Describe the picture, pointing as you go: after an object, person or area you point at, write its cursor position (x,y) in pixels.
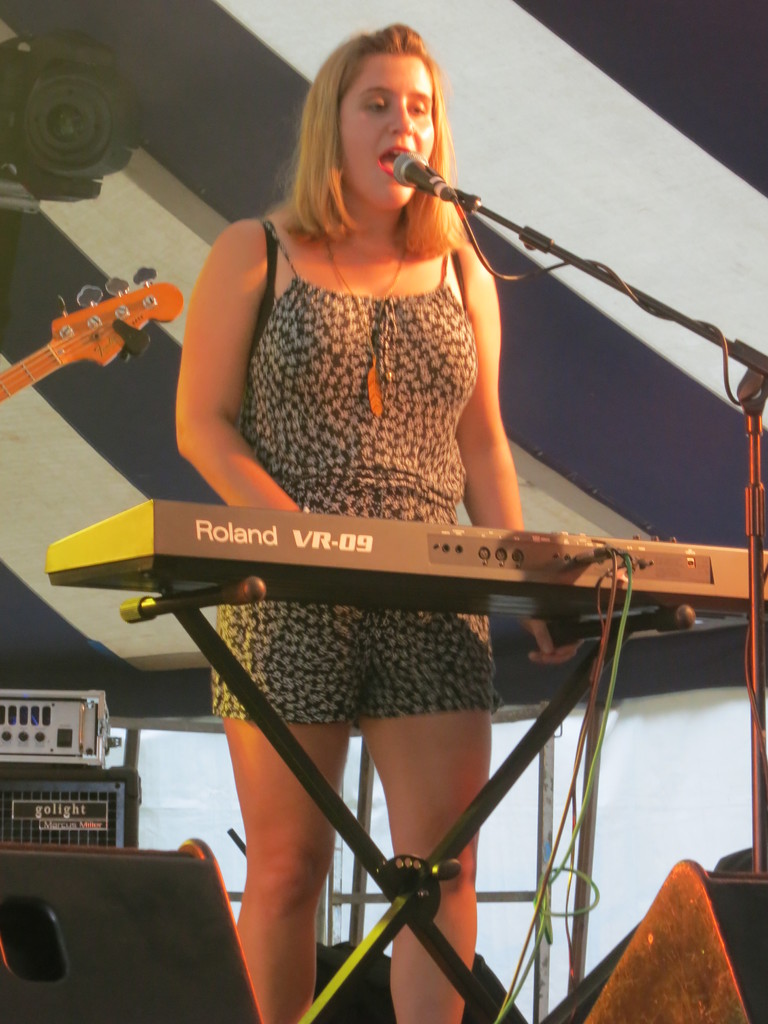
In this image in the center (396,511) there is a woman (347,612) standing and singing and playing piano (419,536). In the background (74,340) there is a musical instrument (85,343) and there is a tent (525,209) which is black and white in colour.
